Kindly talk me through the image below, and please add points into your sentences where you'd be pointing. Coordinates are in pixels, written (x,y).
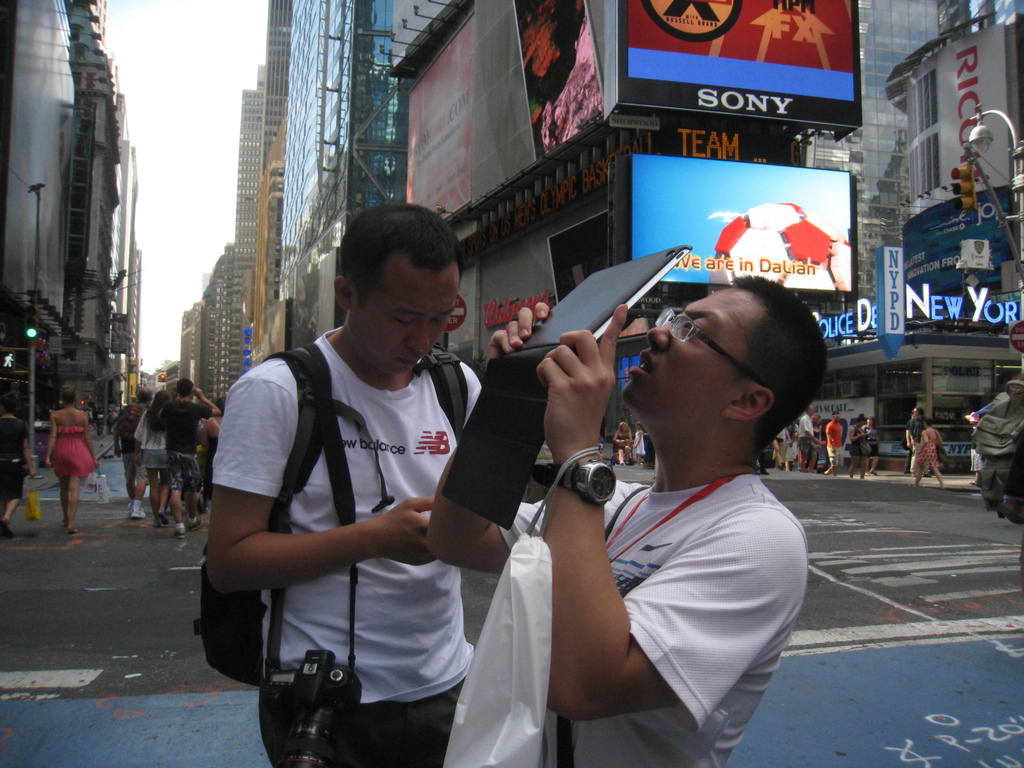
In the center of the image (676,371) we can see two people (641,569) standing on the road (477,628). In that a man (437,556) is holding a tablet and the other is wearing a bag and a camera (307,657). On the backside (75,485) we can see a group of people (70,438) walking on the road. We can also see some buildings (213,333) with boards (528,214) on it, street poles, a signboard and the sky (198,166) which looks cloudy.
